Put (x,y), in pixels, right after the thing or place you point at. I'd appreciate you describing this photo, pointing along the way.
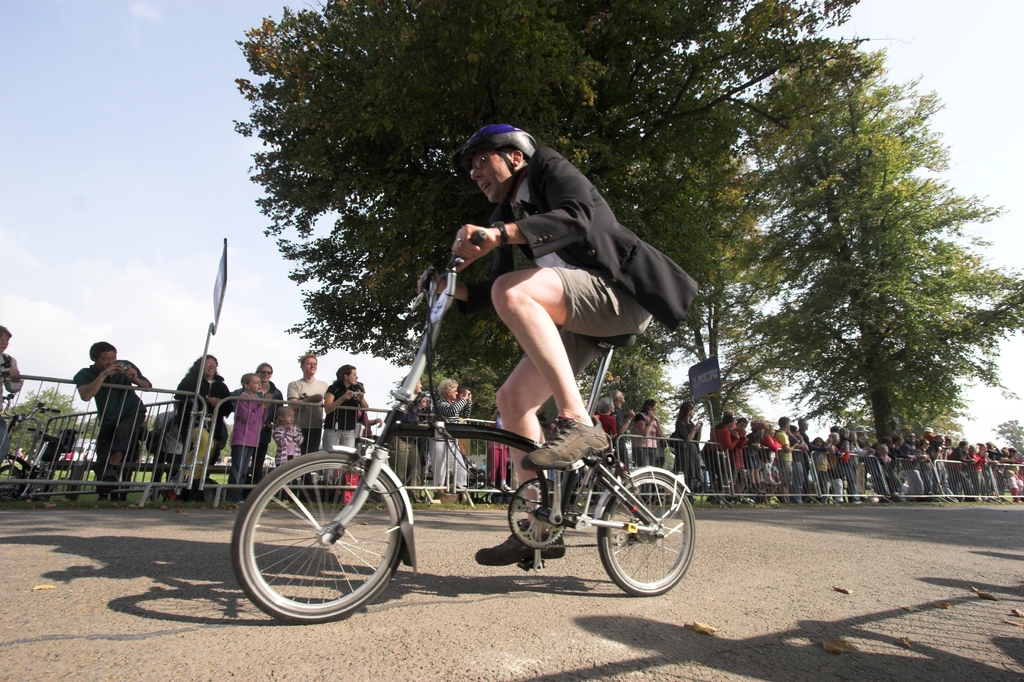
In the picture we can see a man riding a small bicycle (634,340), he is wearing a black color blazer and a helmet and beside him we can see a railing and behind it, we can see many people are standing and watching him and behind them we can see trees (733,348) and sky (17,332).
